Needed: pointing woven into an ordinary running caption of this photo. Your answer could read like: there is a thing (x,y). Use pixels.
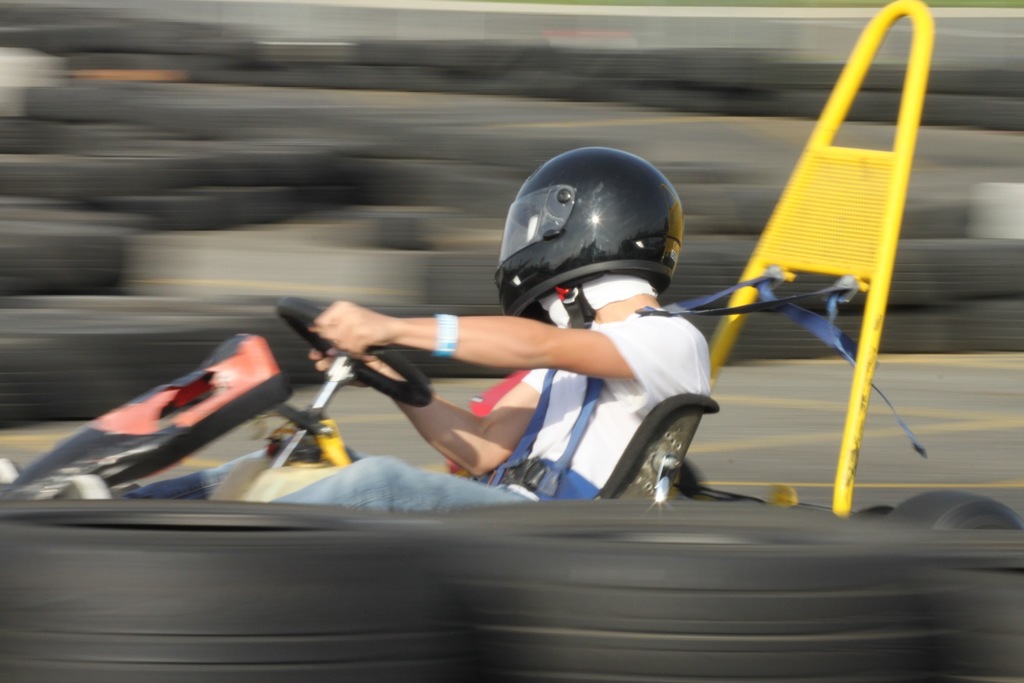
In the center of the picture (360,340) there is a person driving a go kart (213,414). The edges of the picture are blurred.
